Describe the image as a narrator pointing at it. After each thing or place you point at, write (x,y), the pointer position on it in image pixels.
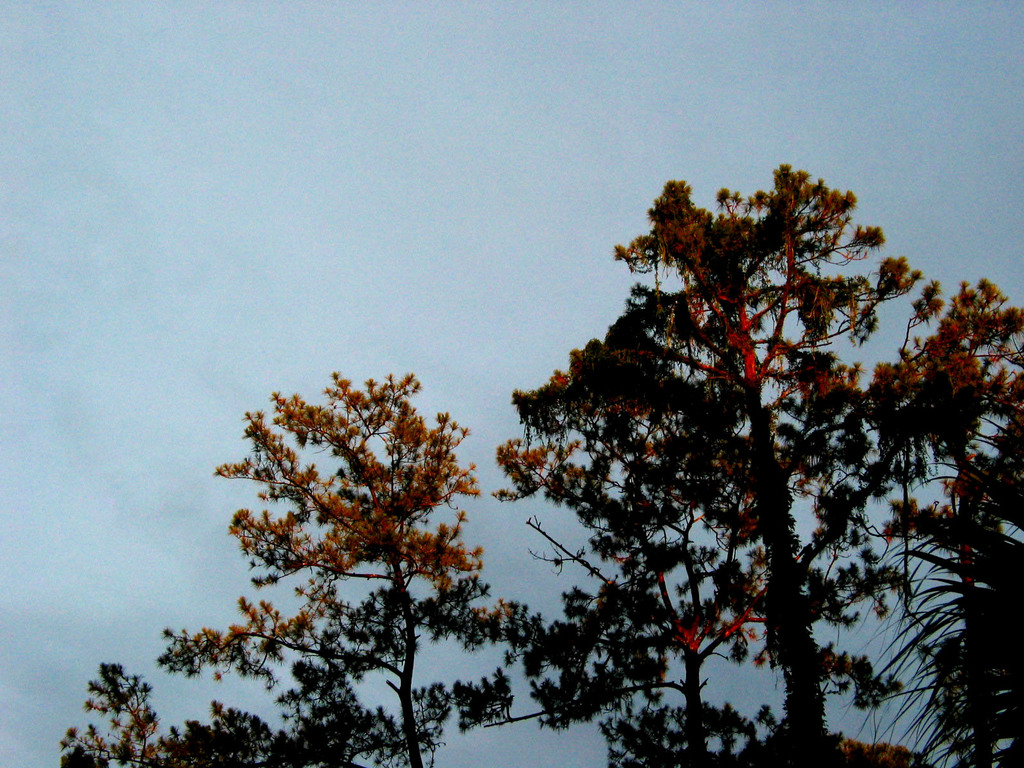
In this image we can see trees (552,489) and sky (450,378).
